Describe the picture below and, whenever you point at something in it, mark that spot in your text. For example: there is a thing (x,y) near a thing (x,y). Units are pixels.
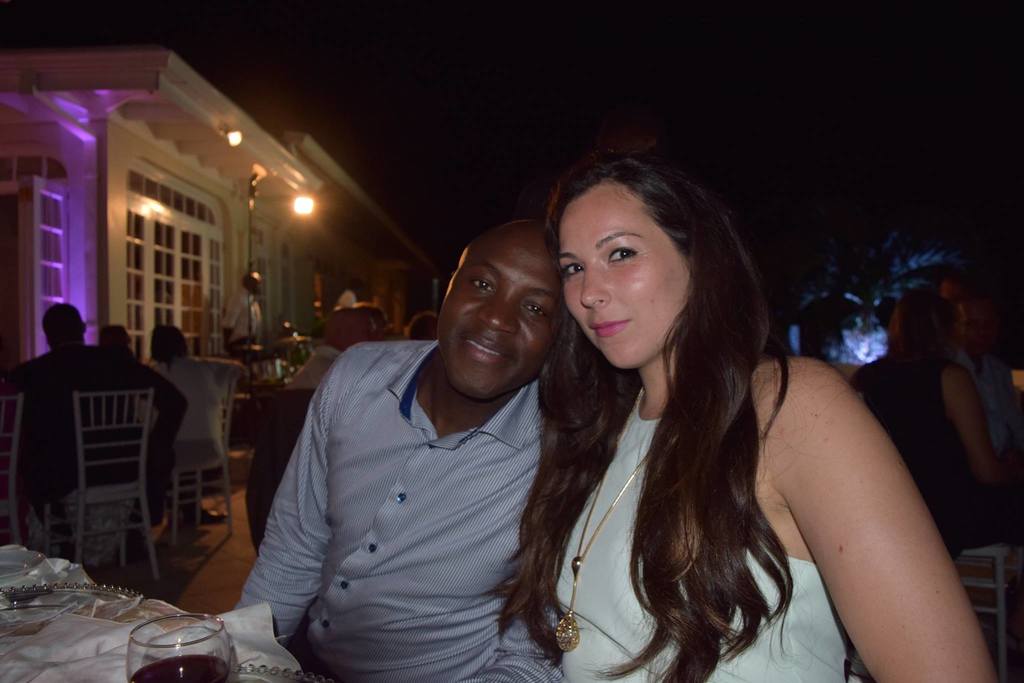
In this picture we can see a man (511,453) and woman (585,502) sitting on chair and they are smiling and in front of them on table (160,649) we have glass (167,648) with drink (217,668) in it, cloth (76,619) and in the background (154,252) we can see wall (106,228), light (302,206), some more persons (342,326) and it is dark.
